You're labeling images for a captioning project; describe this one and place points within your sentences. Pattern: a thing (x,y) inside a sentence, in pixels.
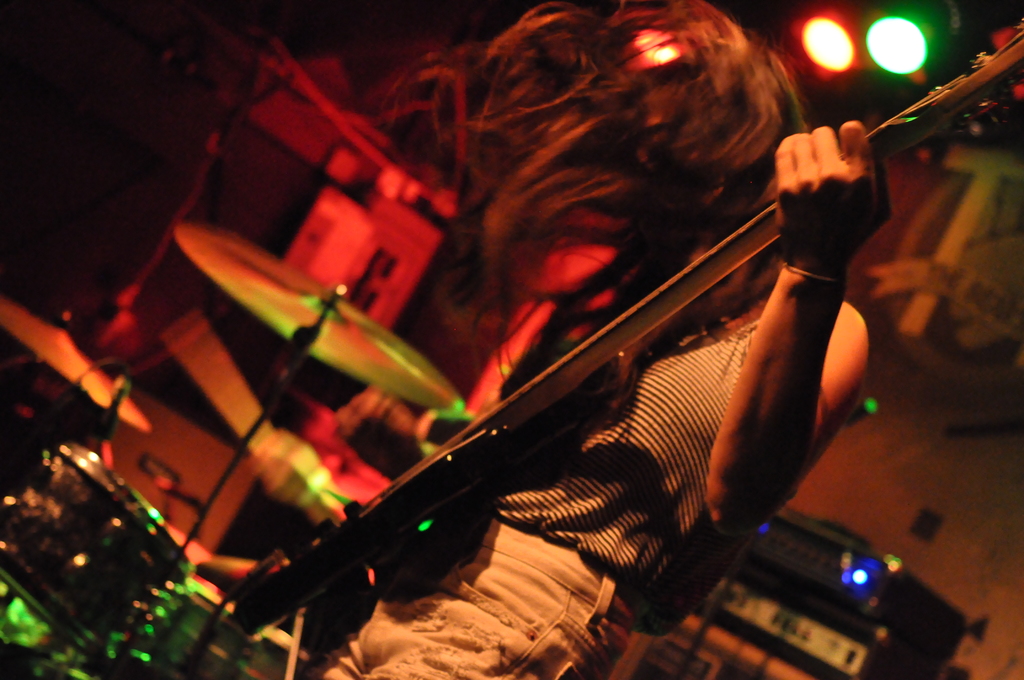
In the middle of the image (644,266) a person (750,205) is standing and holding a guitar (388,566). Bottom left side of the image (2,670) there is a drum (3,639). Bottom right side of the image (733,670) there are some musical devices (798,638). Top right side of the image (922,50) there are some lights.
